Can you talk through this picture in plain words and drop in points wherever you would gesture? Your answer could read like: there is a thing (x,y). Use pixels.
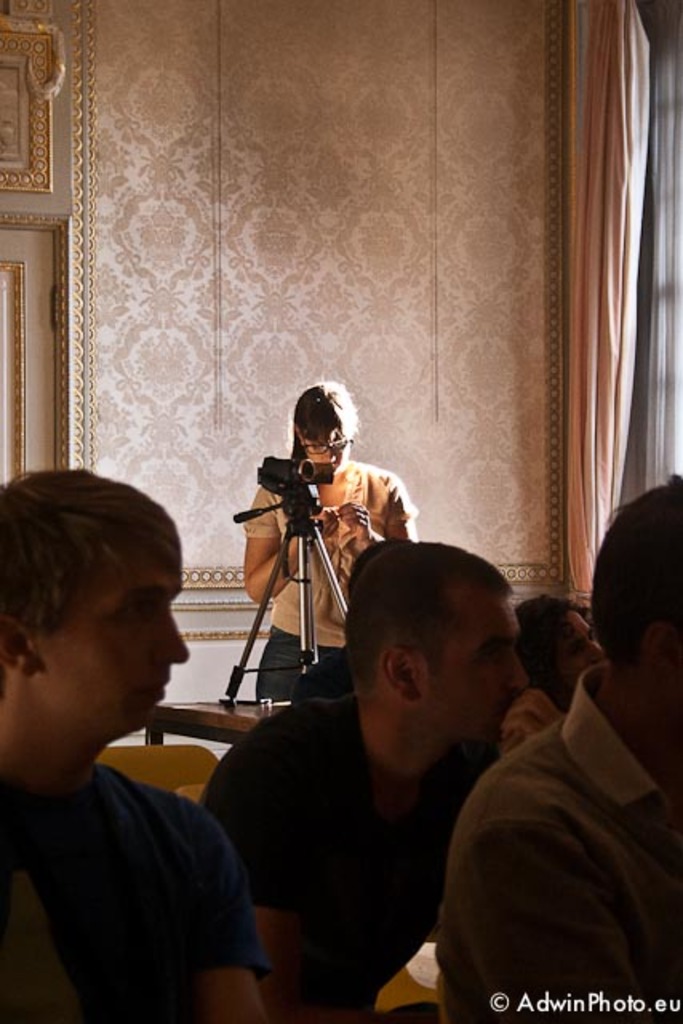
There are group of men (385,873) sitting in the front (348,707) and behind them there is a woman (353,499) holding a camera (294,481) and behind her there is a wall (308,170) and in the right side (576,218) there is a curtain (593,406).
